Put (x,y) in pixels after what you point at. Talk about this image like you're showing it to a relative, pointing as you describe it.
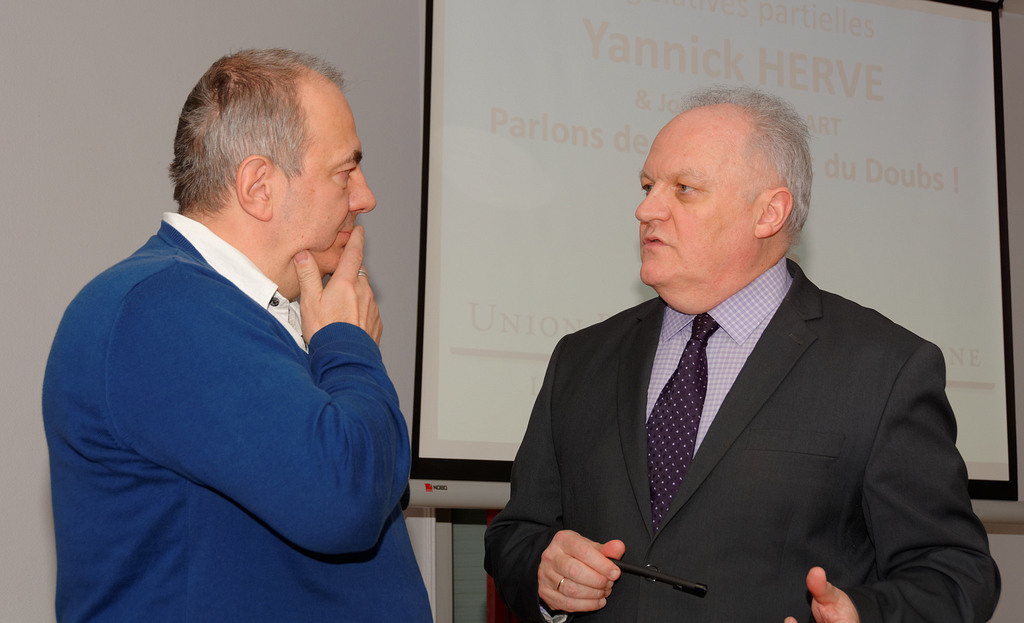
In this picture I can see there are two men (608,457) standing and the person (713,472) at the right side (734,520) is wearing a blazer (715,501) and there is a screen (549,216) in the backdrop (520,210) and there is a wall (137,112).
